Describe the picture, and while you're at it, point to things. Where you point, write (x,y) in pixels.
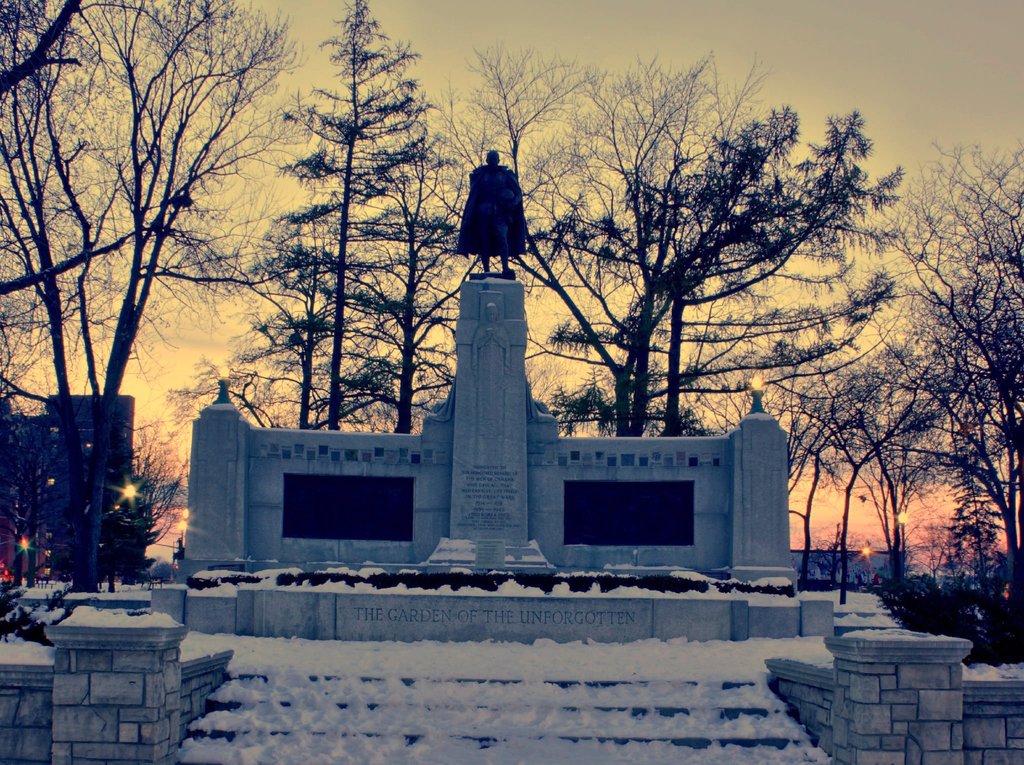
In this image we can see a statue (493,169), pedestal (600,514), stairs (598,679), snow (347,664), buildings (91,416), trees (207,190) and sky (274,405).
